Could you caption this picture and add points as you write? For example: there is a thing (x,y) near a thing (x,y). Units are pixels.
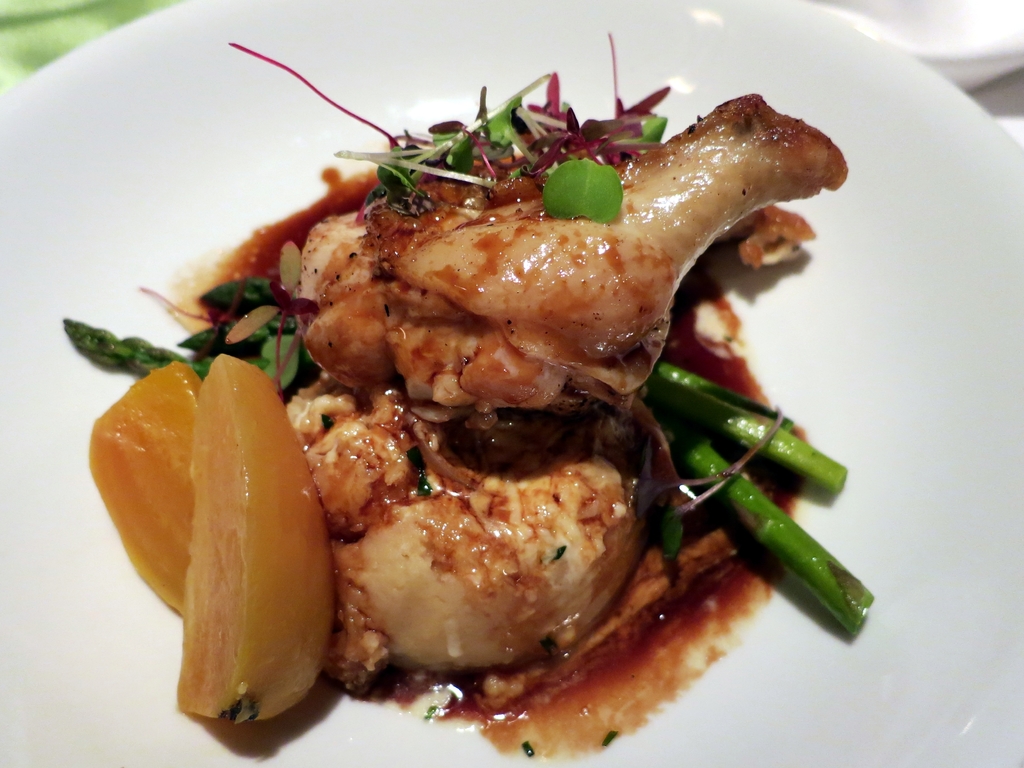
In this image I can see a white colour plate (1014,696) and on it I can see different types of food (456,314). I can see colour of this food (458,445) is brown.
